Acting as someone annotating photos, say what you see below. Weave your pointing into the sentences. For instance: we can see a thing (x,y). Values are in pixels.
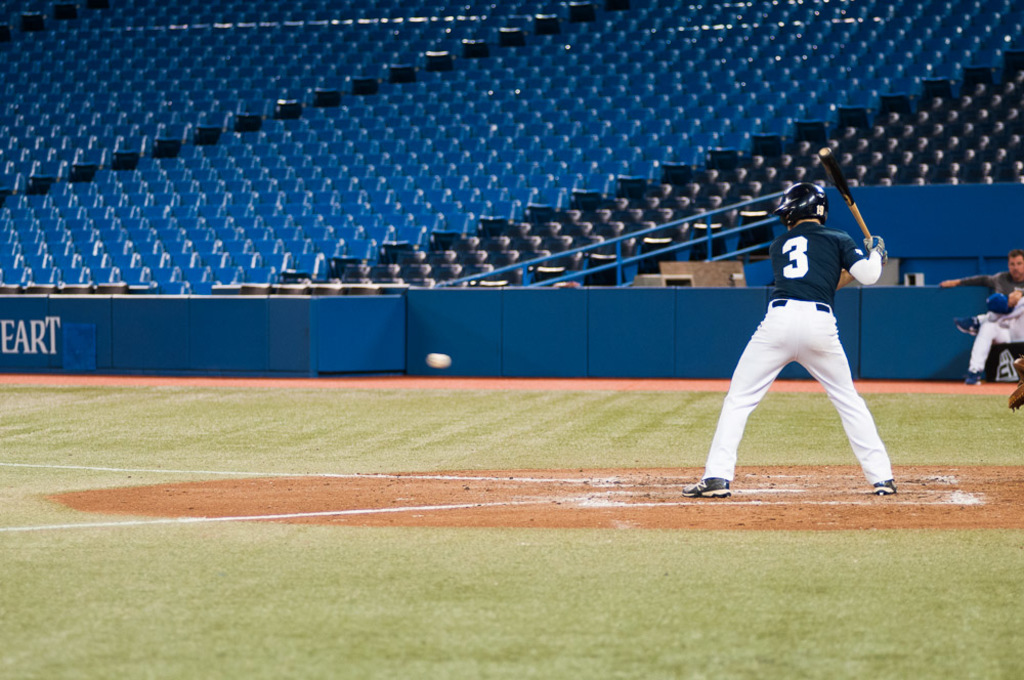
In this picture there is a man (769,322) standing and holding a bat (820,154) and wore helmet (791,206). We can see grass (599,549) and ground (503,504). In the background of the image (182,207) there is a man (1012,280) sitting and we can see hoarding (929,308), railing (692,242) and chairs (730,129).
